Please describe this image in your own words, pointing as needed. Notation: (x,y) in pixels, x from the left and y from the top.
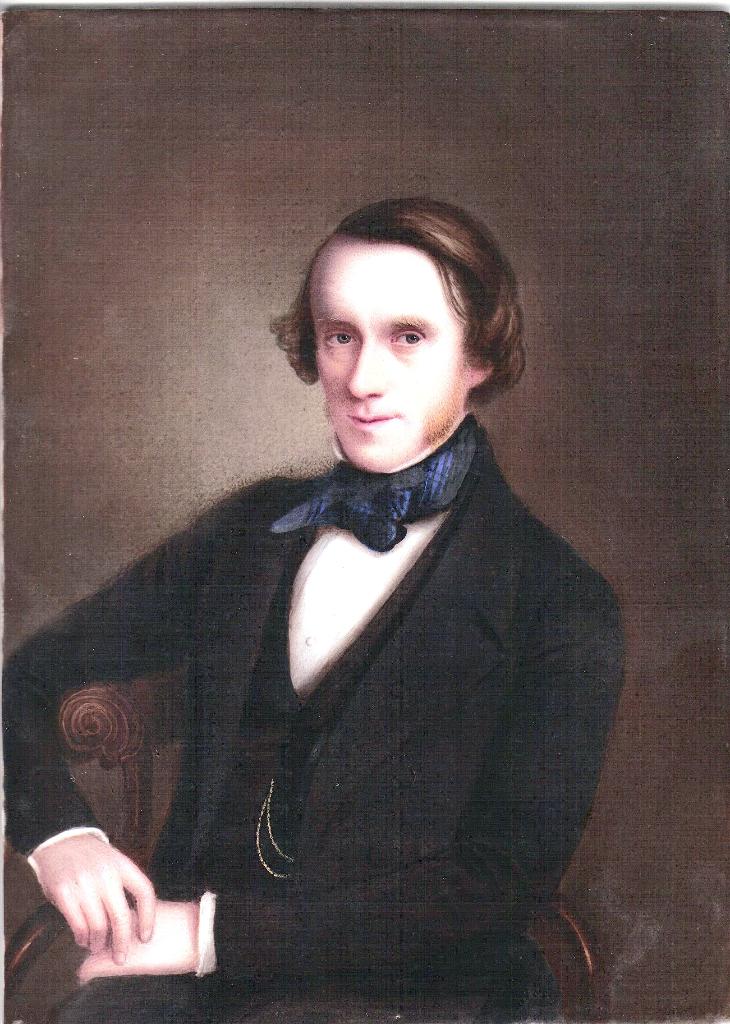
In this picture there is a person (483,704) wearing black suit (421,716) is sitting in a chair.
